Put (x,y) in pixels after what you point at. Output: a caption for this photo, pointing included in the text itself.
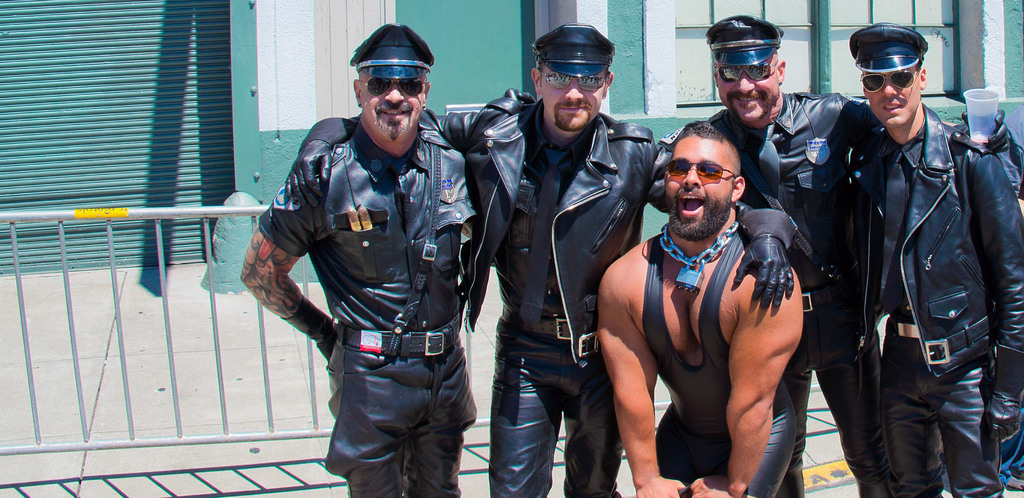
In this image we can see five persons (603,244) wearing goggles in which one of them is wearing a chain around his neck (735,214) with a lock (690,284) and the others (802,223) are in the uniform (828,234) and wearing caps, behind them we can see a fence (167,347), a building (456,105), a shutter (109,147) and windows (703,72).
